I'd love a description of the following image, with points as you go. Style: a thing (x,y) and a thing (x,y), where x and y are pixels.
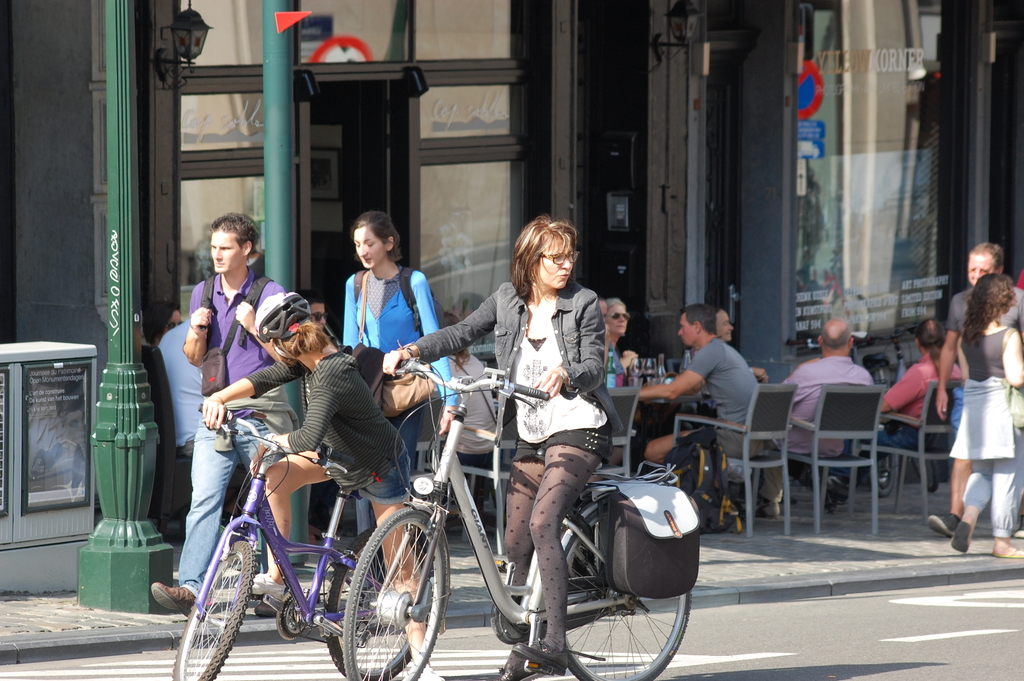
In this image, there is a building (553,172) visible on the background (624,90) and there are the poles (116,208) visible on the left side (120,198), and there are the persons (903,392) sitting on the chair (622,403), in front of them there is a chair (620,390) and there is a backpack (709,463) on the ground (808,523) and right side (974,330) there are the persons (982,416) walking on the ground (982,561) and a woman (576,393) sitting on the bicycle (587,652) and two persons (387,315) walking on the road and they are wearing backpacks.
